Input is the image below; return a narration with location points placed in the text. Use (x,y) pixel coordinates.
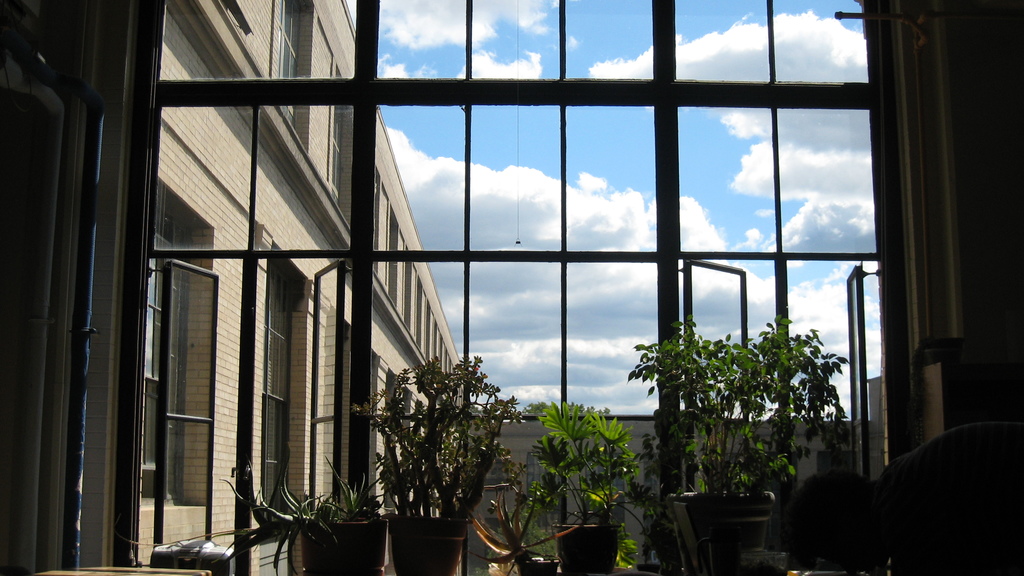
This picture is taken through a window (530,290). Beside the window (526,278), there are plants (726,466) placed in the pots (413,542) at the bottom (563,537). Towards the left (241,318), there is a building (379,178) with windows (391,294). At the bottom right (953,521), there is a person (975,486). On the top (559,107) there is a sky (496,113) with clouds (744,155).
